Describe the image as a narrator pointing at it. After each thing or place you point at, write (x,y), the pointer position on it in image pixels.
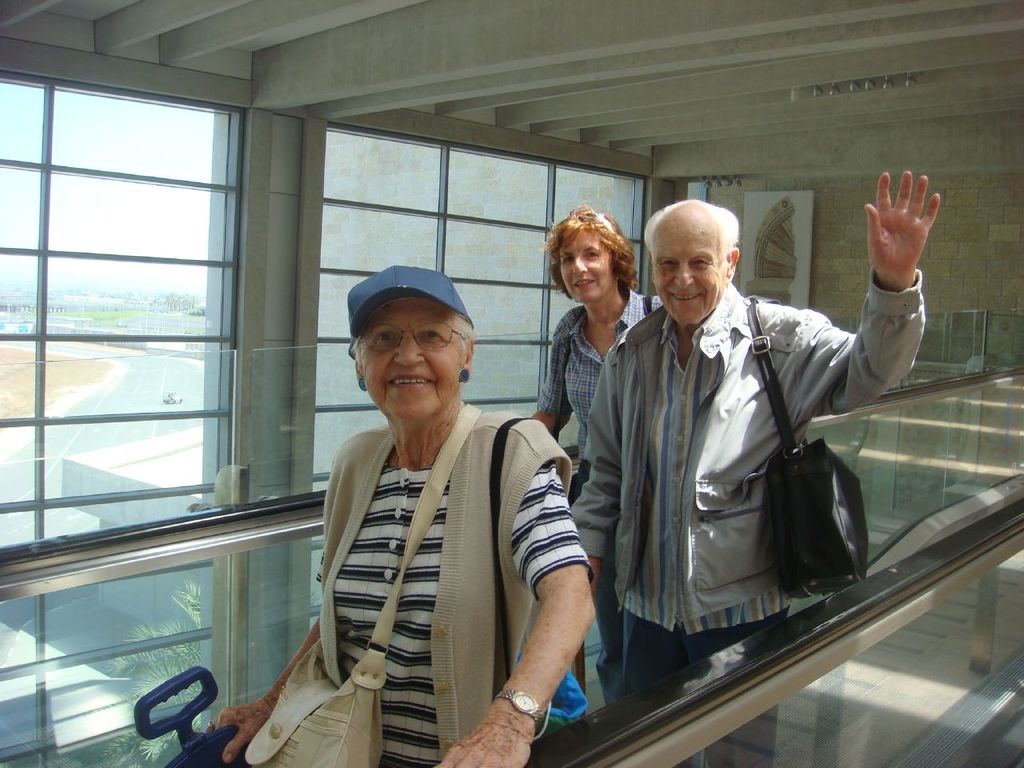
In this image these three persons (677,357) with luggage (495,452) on the floor (881,674) inside a building (886,655). In the background (798,215) there is a glass window (117,365) and a frame (786,208). Behind the glass window (145,471) there is a tree (172,668) and a house (122,457).
